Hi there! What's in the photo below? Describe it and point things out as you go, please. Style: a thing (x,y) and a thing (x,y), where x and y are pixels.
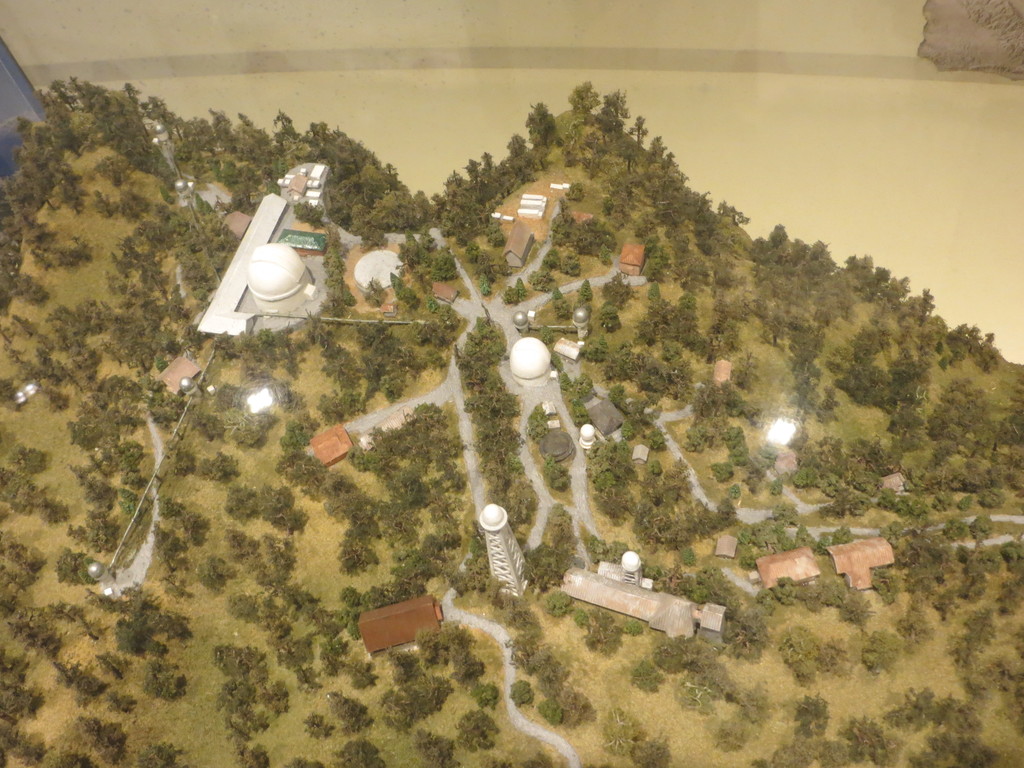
In the image there are trees (367,753), grass (655,640), towers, houses (645,605) and other architectures (528,210).
